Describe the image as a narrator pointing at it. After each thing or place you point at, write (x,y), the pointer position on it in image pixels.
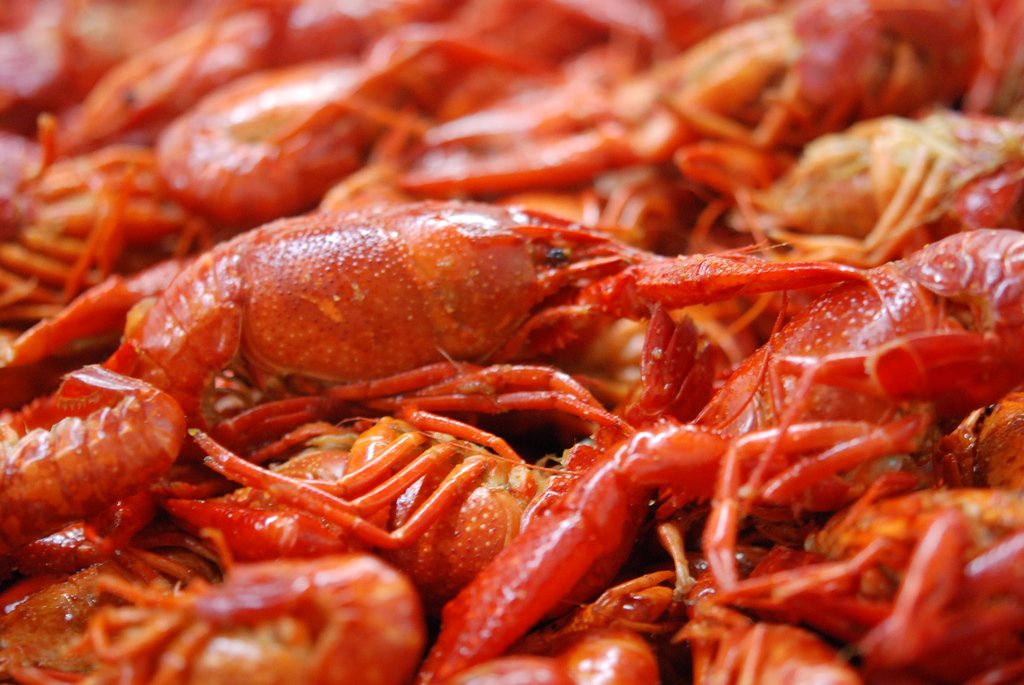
In this picture we can see crawfish (257,311).
